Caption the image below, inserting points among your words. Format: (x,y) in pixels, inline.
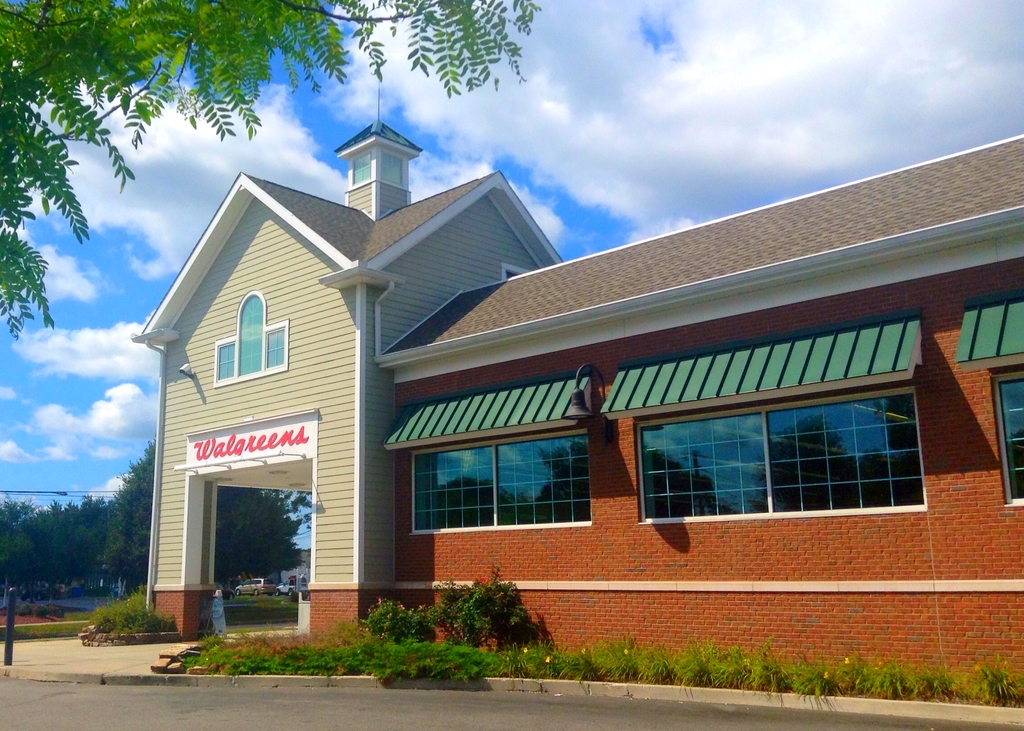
In this picture we can see the road (218,705), pole (13,624), name board (212,452), plants (125,614) and a building (291,375) with windows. In the background (25,531) we can see vehicles (281,584) on the pavement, trees (238,527), building (302,566) and the sky (679,118) with clouds (477,152).
